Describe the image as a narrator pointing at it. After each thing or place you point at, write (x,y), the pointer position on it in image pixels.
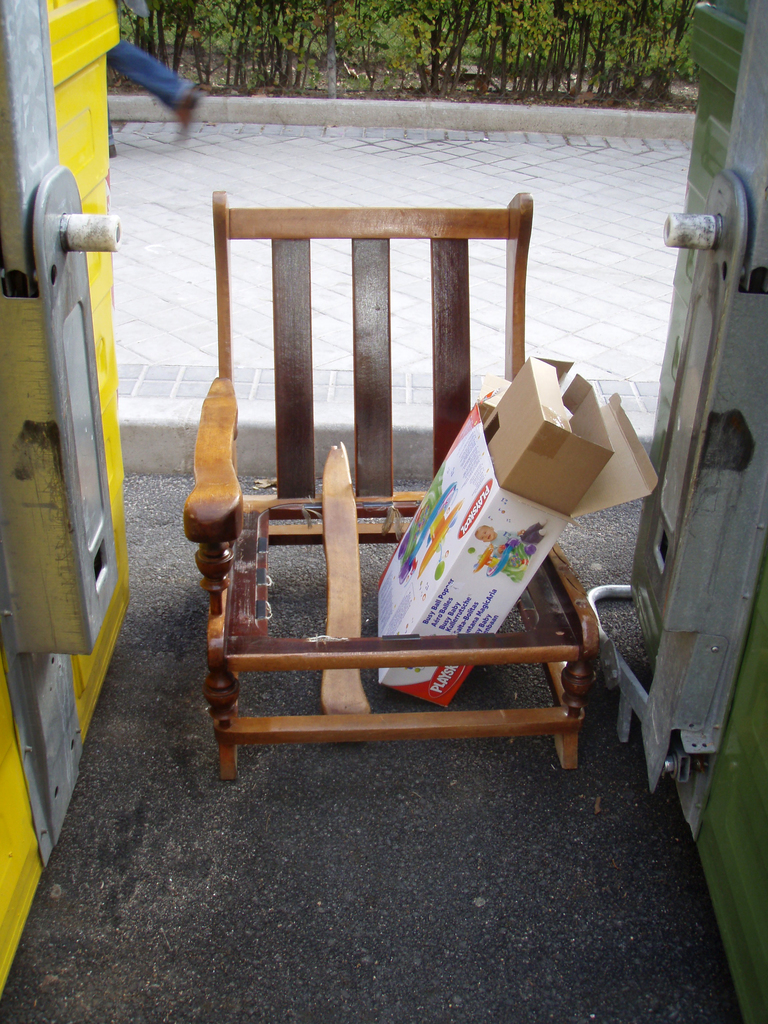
The image is taken on the streets (454,809). In the center of the image (266,559) there is a broken chair (423,650) and boxes (463,549). In the background (555,205) there is a walkway (419,156) and plants (304,45).
